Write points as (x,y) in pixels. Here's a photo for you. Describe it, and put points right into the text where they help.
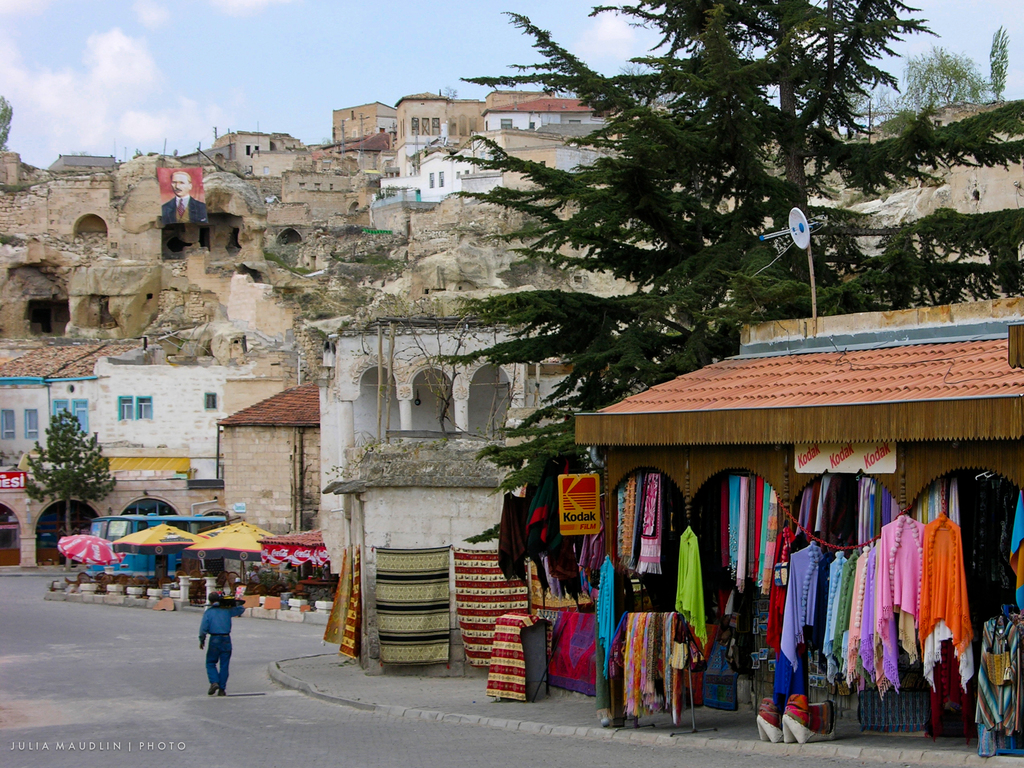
In the picture I can see the cloth store house (886,443) on the right side (874,510). There are trees (897,126) on the top right side (847,130). In the background (451,328), I can see the houses (392,138). There are clouds (29,119) in the sky (362,99). I can see the banner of a man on the left side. I can see a man (211,594) walking on the road (255,670) and he is on the bottom left side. I can see the tents (212,540) on the side of the road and I can see a vehicle (122,525) on the road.
